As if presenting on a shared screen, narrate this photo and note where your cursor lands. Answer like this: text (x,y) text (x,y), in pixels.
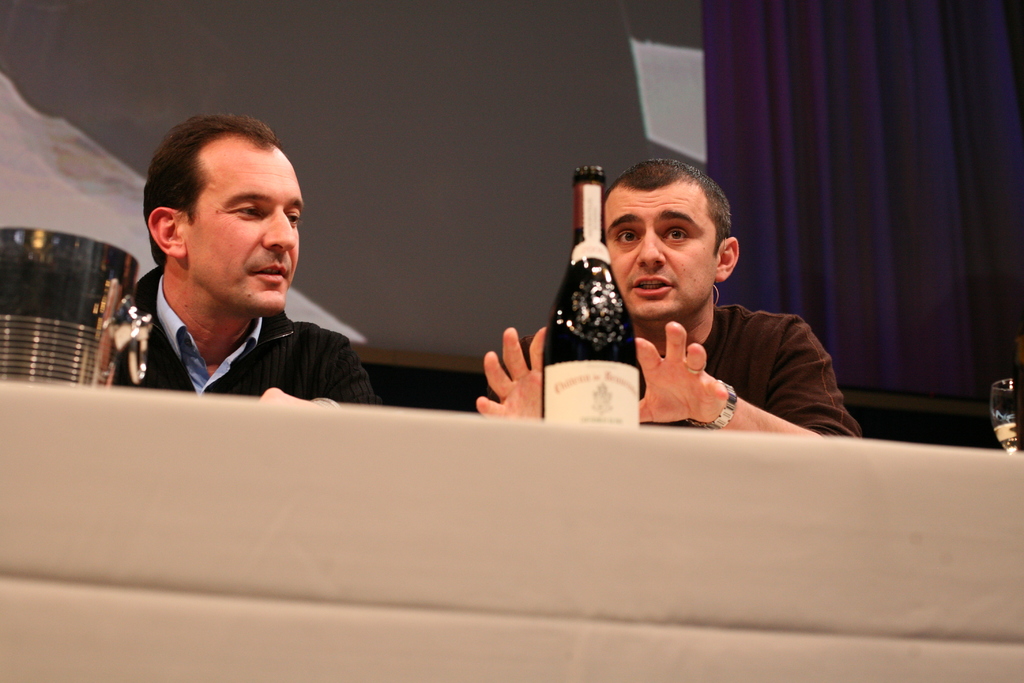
In this picture we can see two men (644,298), in front of them we can see a bottle (575,260) and a bucket (106,330), the left side person (293,335) wore a black color jacket (315,359), in the background (857,157) we can find curtains (796,226).
